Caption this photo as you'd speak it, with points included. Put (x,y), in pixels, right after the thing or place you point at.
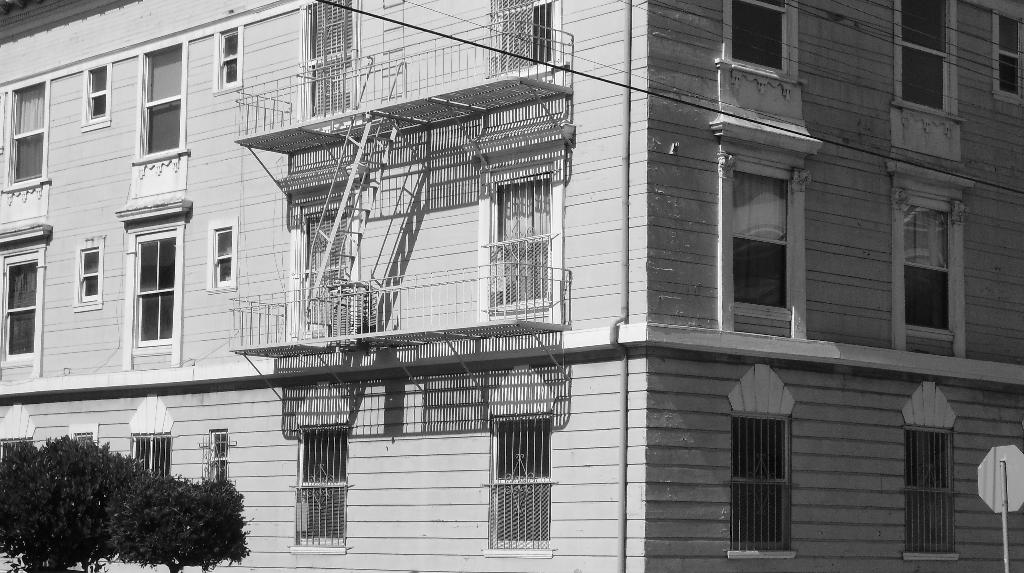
This is a black and white image where we can see a building (766,373). There is a board (1015,504) on the right side of the image (999,475). We can see trees (140,522) in the left bottom of the image (156,503).
